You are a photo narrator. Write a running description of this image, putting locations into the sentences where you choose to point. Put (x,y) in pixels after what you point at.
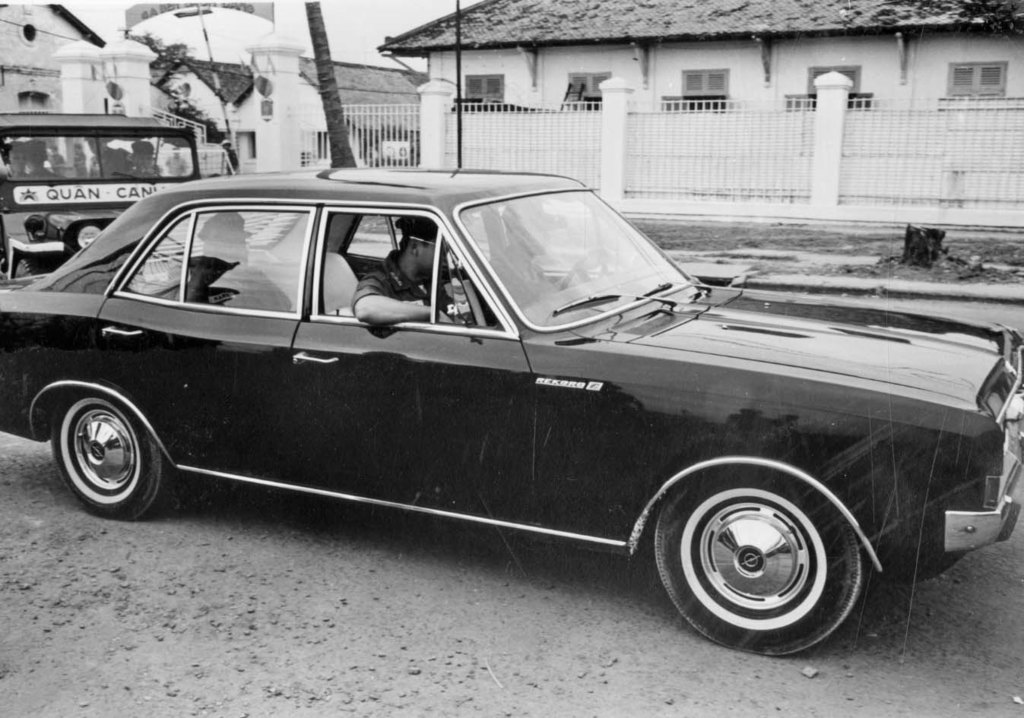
This is a black and white image. Here I can see two vehicles (233,341) on the road (377,596). There are two persons (220,246) sitting inside the car (286,351). In the background (412,103) there are few buildings (802,41).
